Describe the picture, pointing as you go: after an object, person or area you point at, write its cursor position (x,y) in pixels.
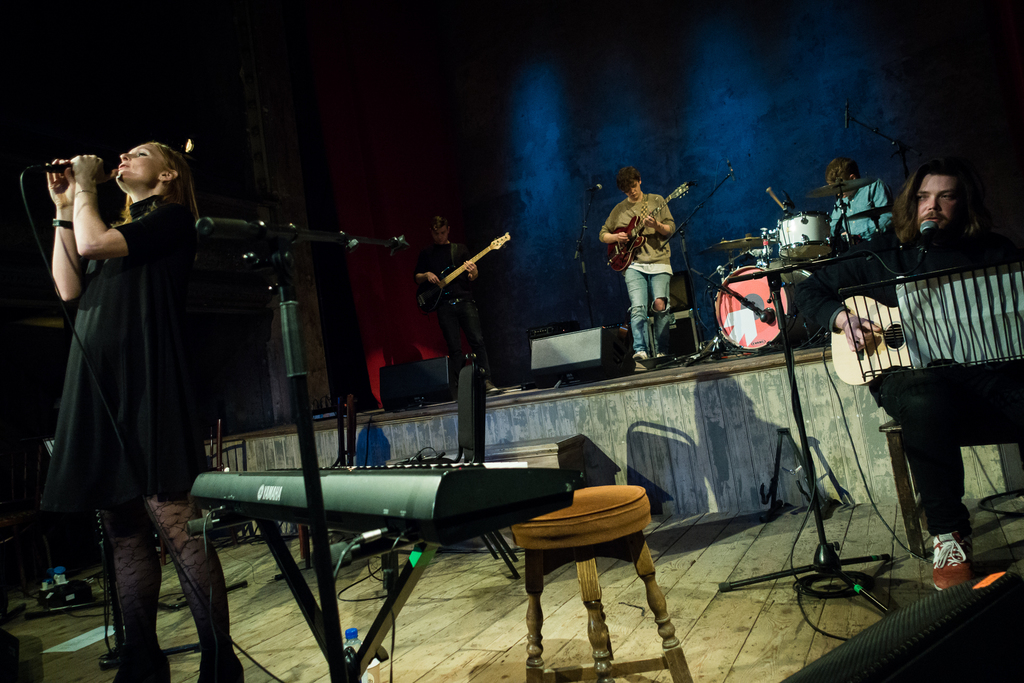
In this image there are group of people (950,391) who are standing on the left side (115,412) there is one woman (176,330) who is standing and she is holding a mike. On the right side (927,379) there is one man (927,408) who is sitting and he is holding a guitar (906,328) in front of him there is one board (935,305) on that board (952,307) there is one paper (955,324). In the background (455,259) there are three persons (611,231). On the left side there is one man (440,258) who is standing and he is holding a guitar (440,279). In the middle (637,268) there is one man (639,296) who is standing and he is also holding a guitar (612,252). On the right side (834,209) there is one man (850,210) who is sitting and he is drumming. On the background (821,103) there is wall (199,113) and in the foreground (543,524) there is stool (576,530) keyboard (487,514) and chairs (477,403) are there on the floor (516,588).
